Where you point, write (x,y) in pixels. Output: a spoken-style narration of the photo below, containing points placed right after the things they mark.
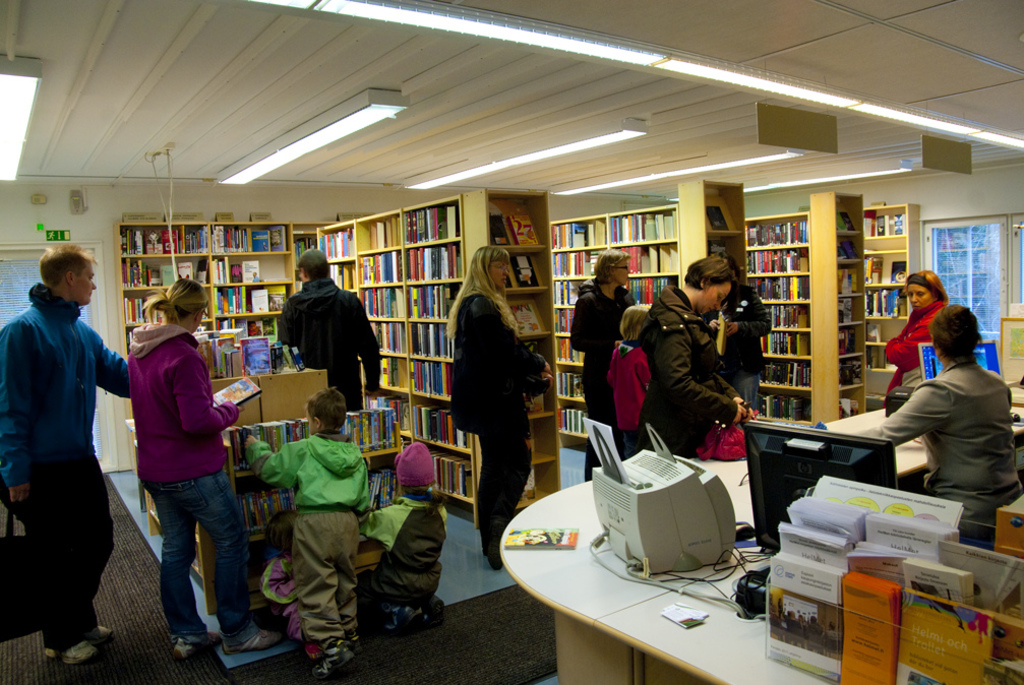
In this image we can see people (349,555), racks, books (454,394), boards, lights (6,69), ceiling (610,122), monitors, boxes (831,615), papers (811,645), cables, and table (560,596).
